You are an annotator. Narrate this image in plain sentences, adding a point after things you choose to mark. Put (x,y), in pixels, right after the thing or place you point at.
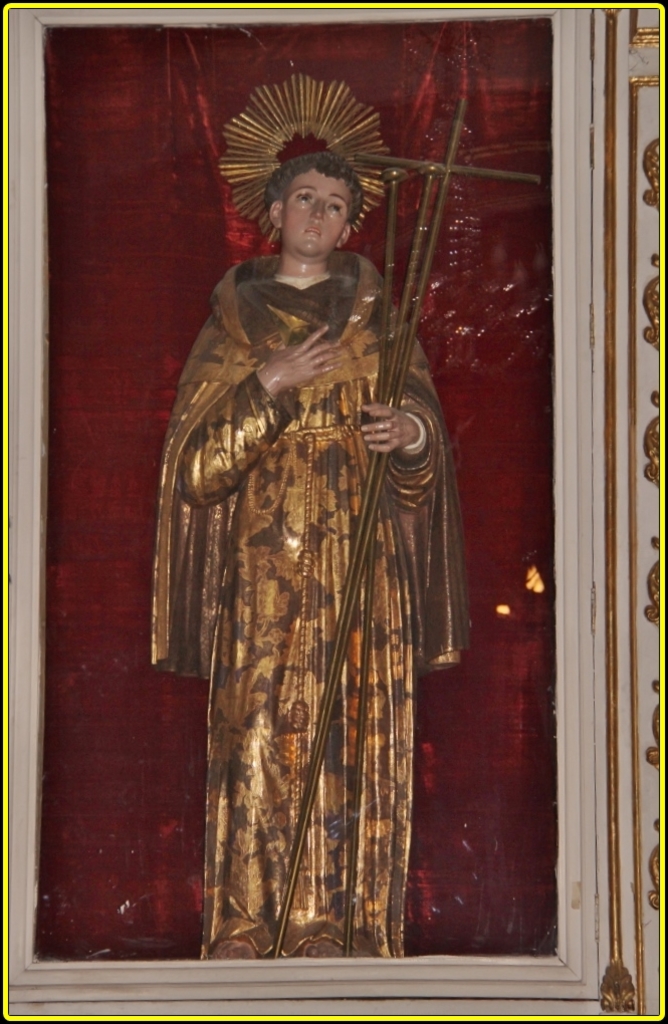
This picture shows a statue (243,163) in the glass box (343,974) and we see red color cloth (65,79) on the back (412,31).
